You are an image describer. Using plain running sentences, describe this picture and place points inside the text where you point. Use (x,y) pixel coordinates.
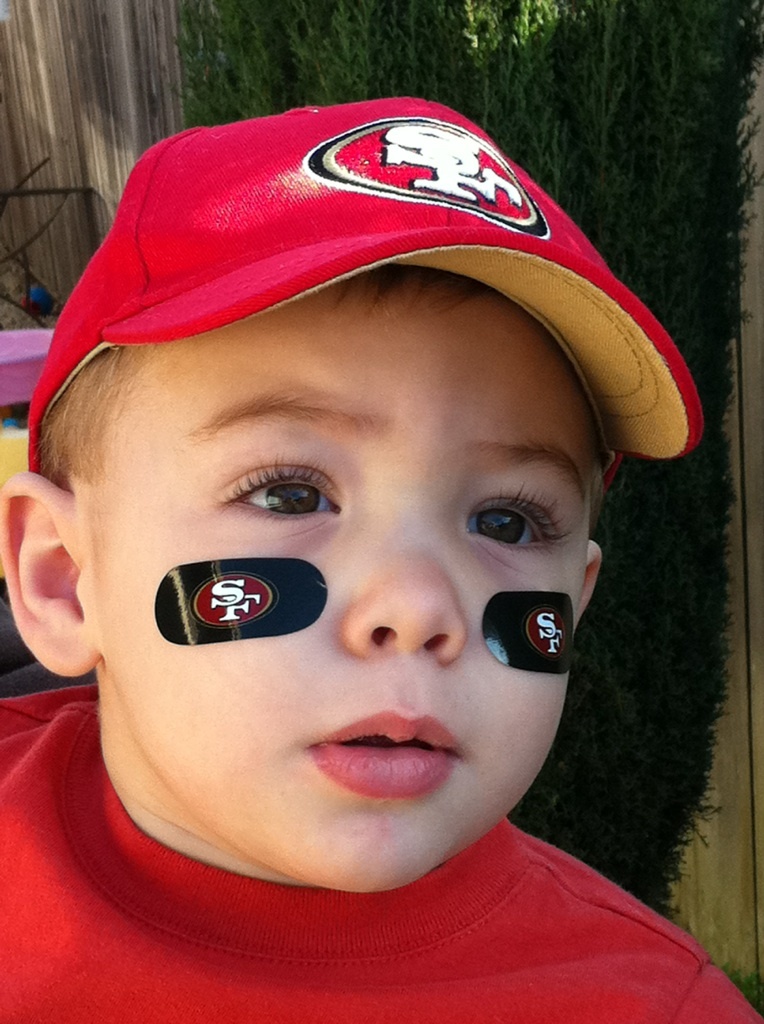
In this picture, we see a boy (378,428) is wearing the red T-shirt (270,913) and a red cap (312,232). We see the black stickers (267,577) on his cheeks (306,638). Behind him, we see a tree (697,652). In the background (14,341), we see an object (21,356) in pink and yellow color. Behind that, we see a wall (117,187).
